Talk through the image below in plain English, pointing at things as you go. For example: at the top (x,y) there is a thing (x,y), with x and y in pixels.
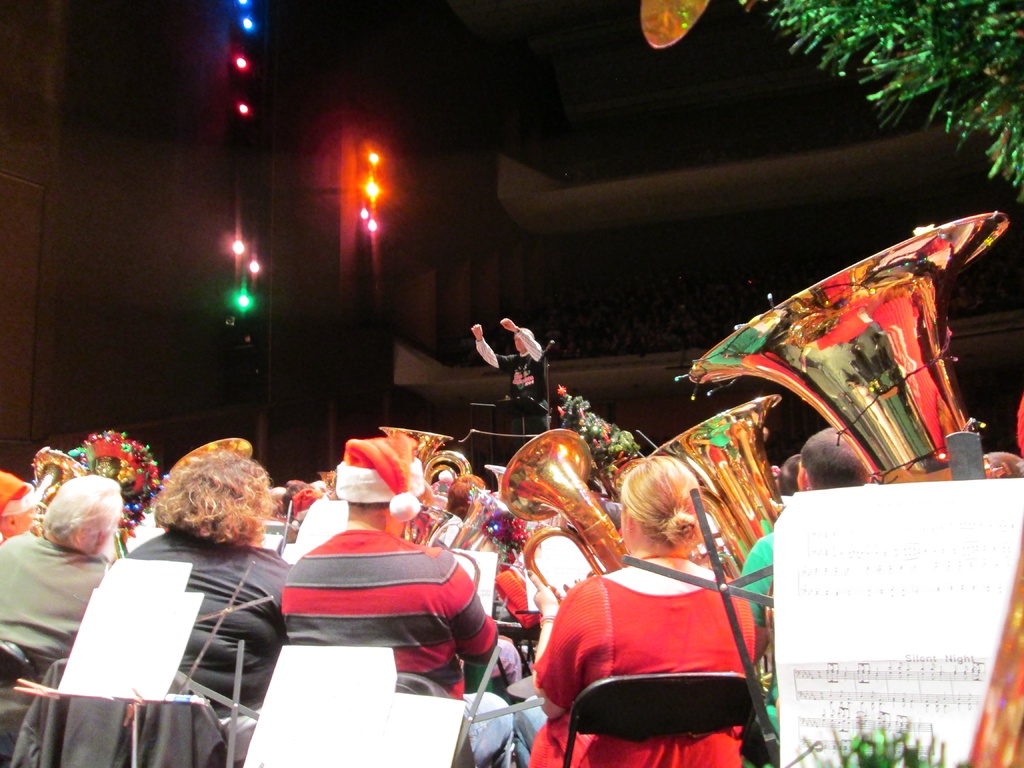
In this image we can see few persons (257,606) are sitting on the chairs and holding musical instruments (607,547) in their hands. There are papers (573,563) on the stands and we can see decorative objects (71,455). We can see a man (528,358) is standing and there is a mic (550,345) on a stand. In the background (250,262) the image is dark but we can see lights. On the right (885,48) at the top corner (857,51) we can see objects (939,28).
